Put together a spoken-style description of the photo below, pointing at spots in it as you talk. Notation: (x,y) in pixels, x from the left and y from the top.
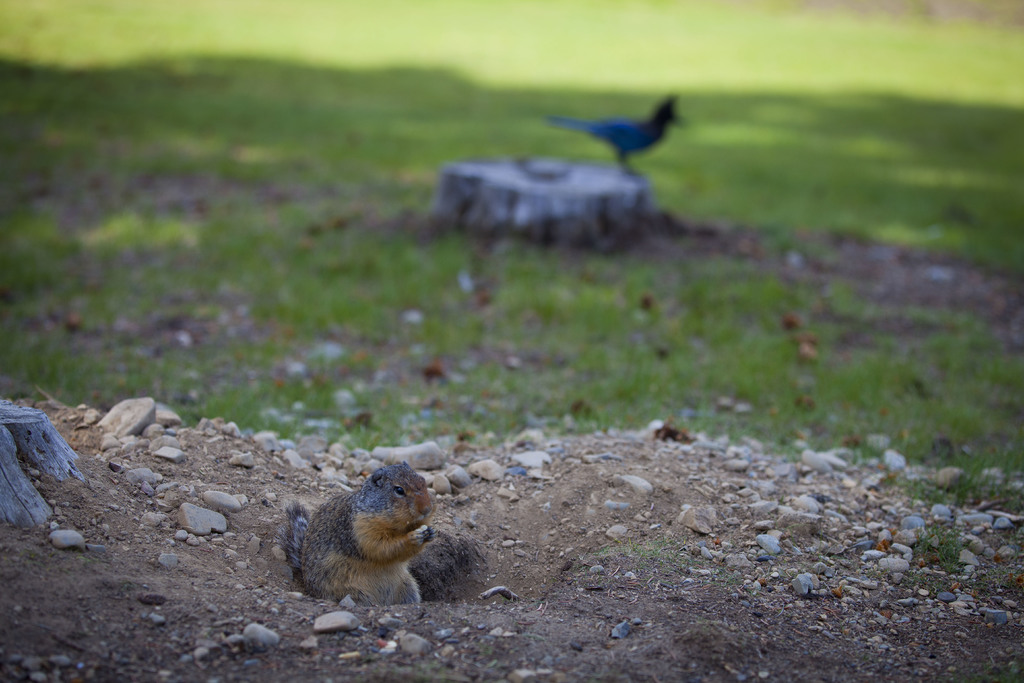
This picture consists of a bird (671,117) and a squirrel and some stones (109,419) and grass (186,316) visible in the middle (457,379).
